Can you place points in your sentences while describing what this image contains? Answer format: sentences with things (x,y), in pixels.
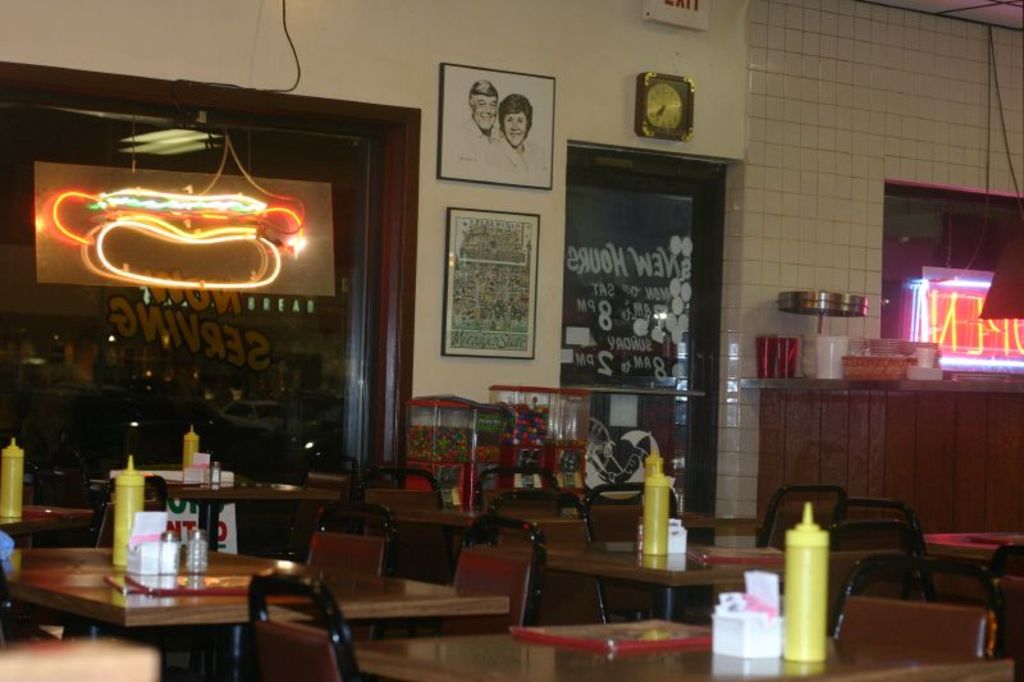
This image is taken in the store (859,220). In this image there are tables (229,560) and chairs (368,567). We can see bottles (808,575) and shakers (188,561) placed on the tables (505,667). There are containers (435,435). On the right (799,399) we can see a countertop (830,384) and there are things (905,367) placed on the counter top (977,386). There are doors (658,341) and we can see lights (235,242). There are frames (501,354) placed on the walls (551,227).
